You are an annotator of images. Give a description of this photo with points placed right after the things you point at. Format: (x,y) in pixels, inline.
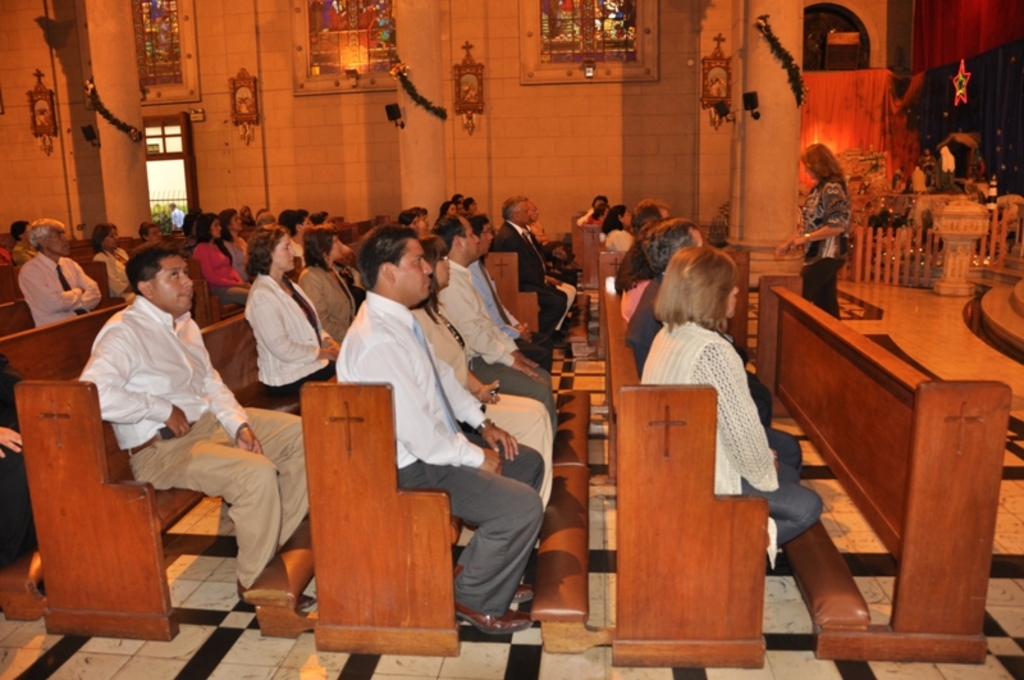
In this picture we can see people (207,428) sitting in a church (651,155) and praying.
